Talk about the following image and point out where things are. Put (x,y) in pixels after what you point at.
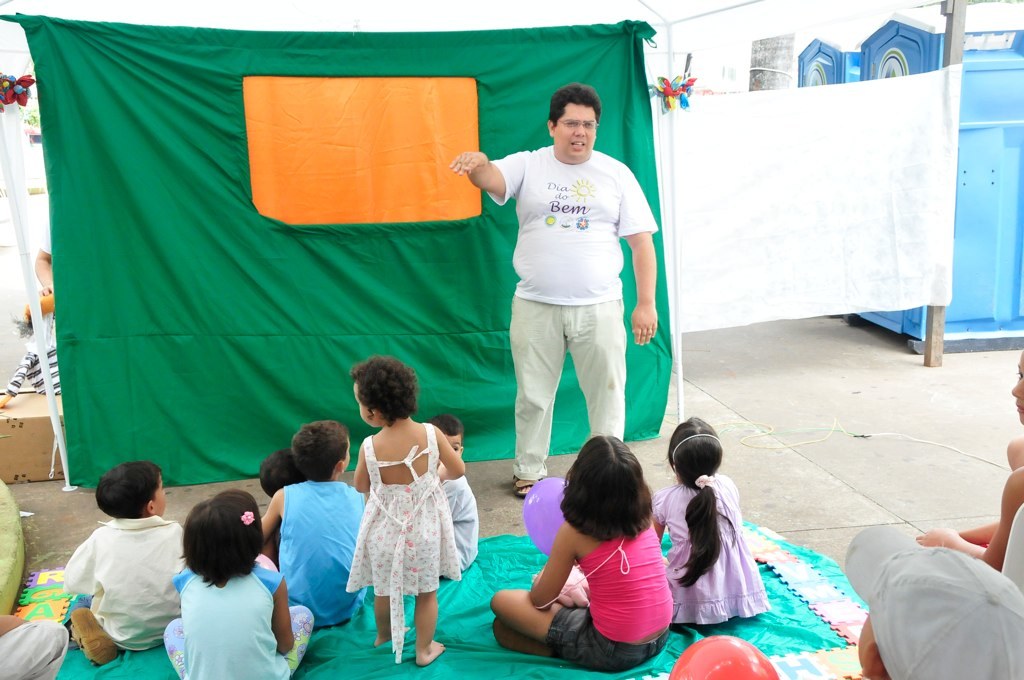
This picture shows few kids (566,480) seated on the ground (501,529) on the blanket (152,662) and we see a girl (441,555) standing and we see a man (541,259) standing he wore spectacles (587,128) on his face (569,116) and we see a green cloth (621,104) on the back of him and we see portable toilets (982,87) on the side and we see box (30,480) on the floor (35,497) and we see a boy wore cap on his head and couple of balloons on the floor (87,518).
